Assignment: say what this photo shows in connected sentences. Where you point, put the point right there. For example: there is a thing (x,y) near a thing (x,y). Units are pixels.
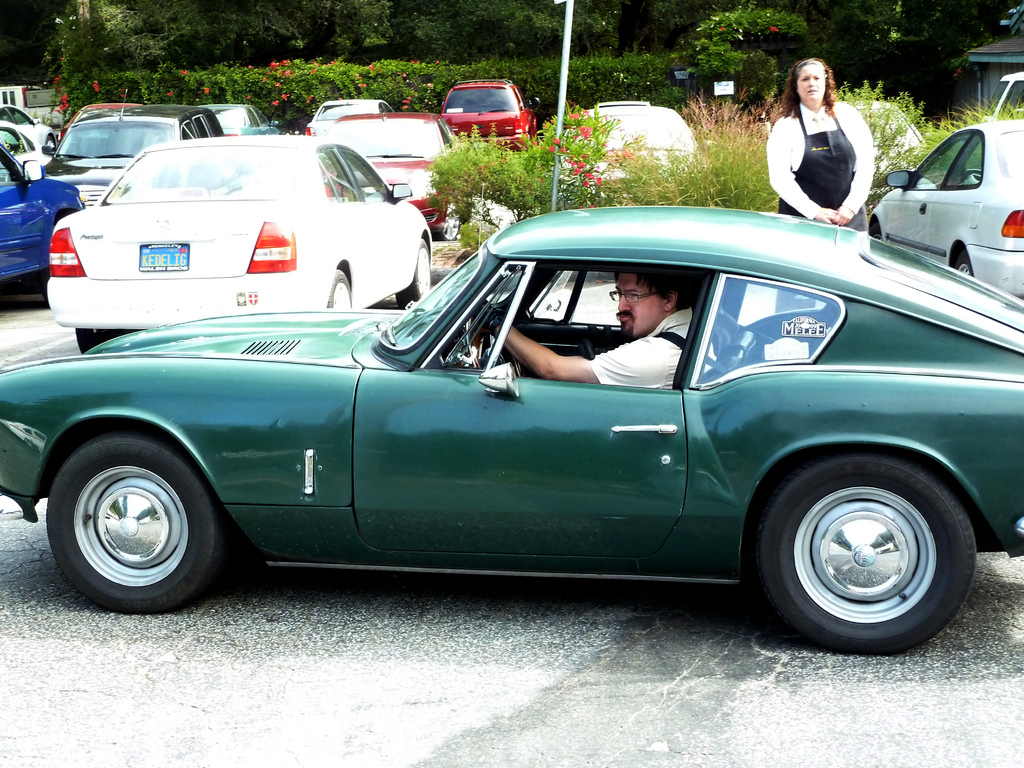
In this picture I can observe some cars (367,148) parked in the parking lot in the middle of the picture (374,270). On the right side (786,163) I can observe a woman (820,156) standing on the land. In the background (419,74) there are plants (413,77) and trees (314,15).
